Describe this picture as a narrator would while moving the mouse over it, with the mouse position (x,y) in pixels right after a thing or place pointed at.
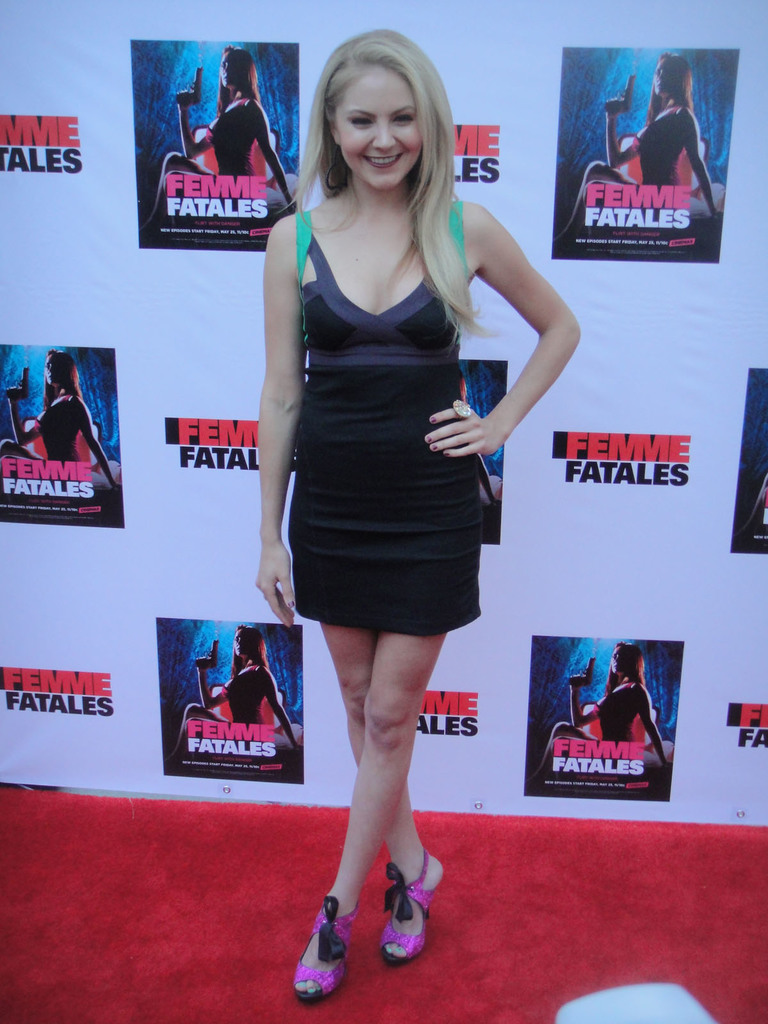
In the center of the picture (452,489) there is a woman (372,605) standing on the carpet (174,859), behind her there is a banner (659,407).
